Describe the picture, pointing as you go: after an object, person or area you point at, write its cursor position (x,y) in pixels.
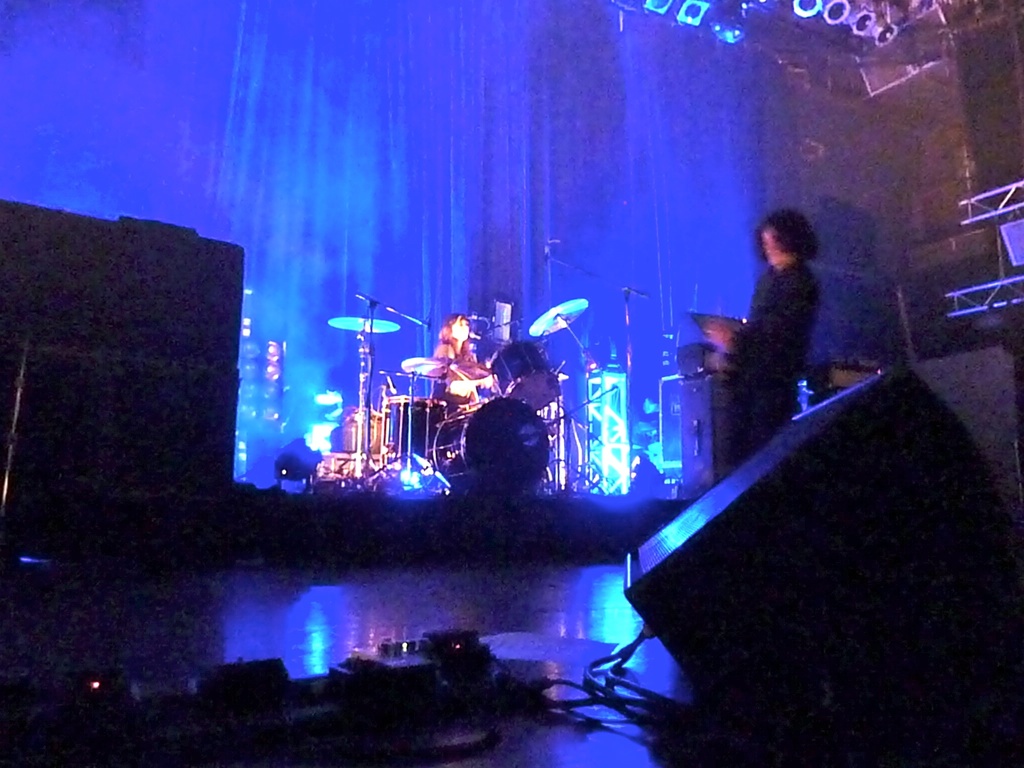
In this image on the stage (510,508) a lady (458,332) is playing drums (352,328). Here there is a person (783,328) standing holding a book (703,330). There are few mics (628,327) over here. There are speakers (697,432). On the bottom right (909,554) there is speaker (821,555). At the top (694,16) there are lights (703,14).
